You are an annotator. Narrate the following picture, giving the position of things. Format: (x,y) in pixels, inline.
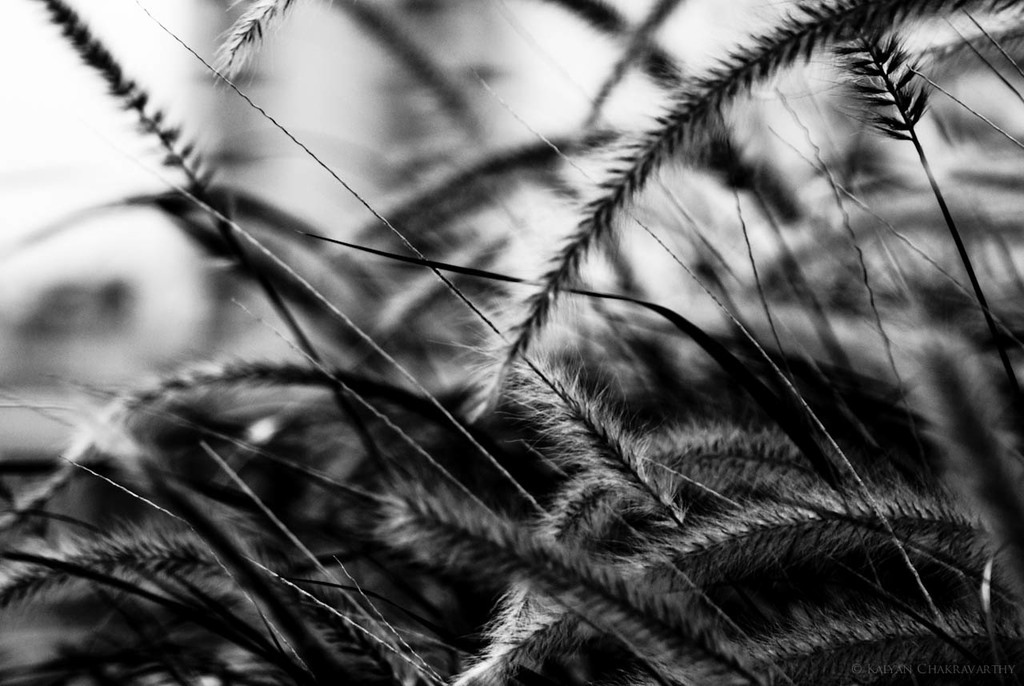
It is a black and white image, there are few unwanted plants (592,398) in the image and the background (243,332) is blurry.
